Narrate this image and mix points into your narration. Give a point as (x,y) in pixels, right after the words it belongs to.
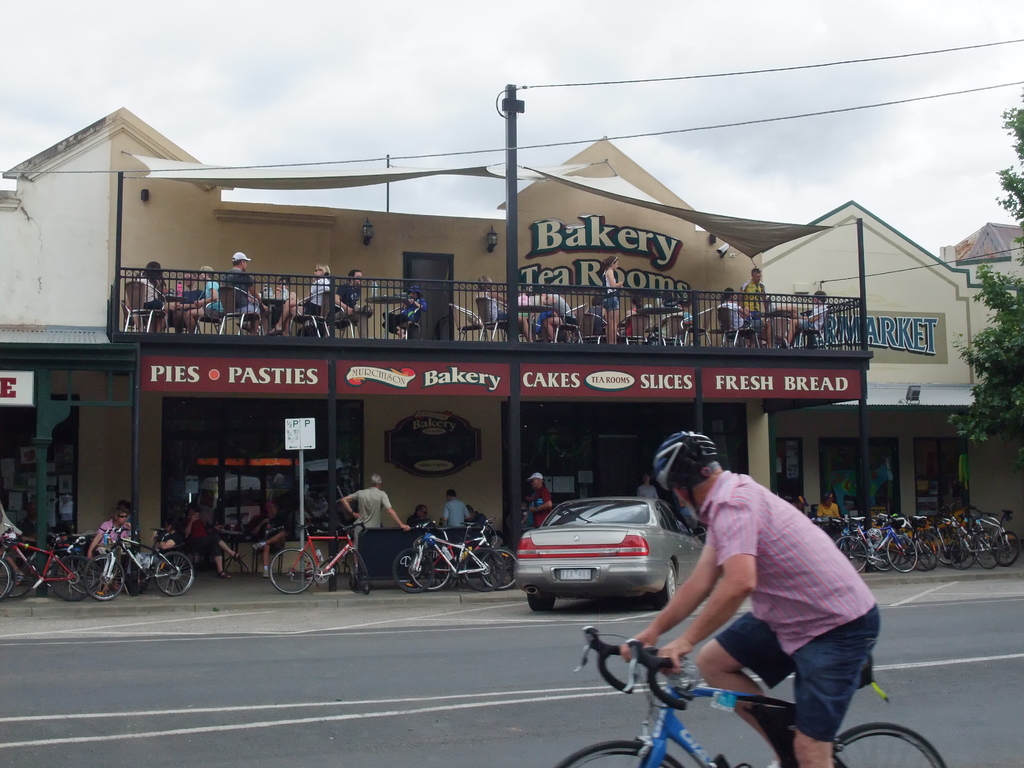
Completely an outdoor picture. This is a building (203,338). In-front of this building (467,382) there are bicycles (493,554) and car (600,574). This man (770,570) is riding a bicycle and wore helmet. On this building (710,353) persons (352,309) are sitting on a chair (225,291). In-front of this person's (238,292) there is a table (770,316). This is a pole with cable (537,85). Sky (706,108) is cloudy. This is tree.
